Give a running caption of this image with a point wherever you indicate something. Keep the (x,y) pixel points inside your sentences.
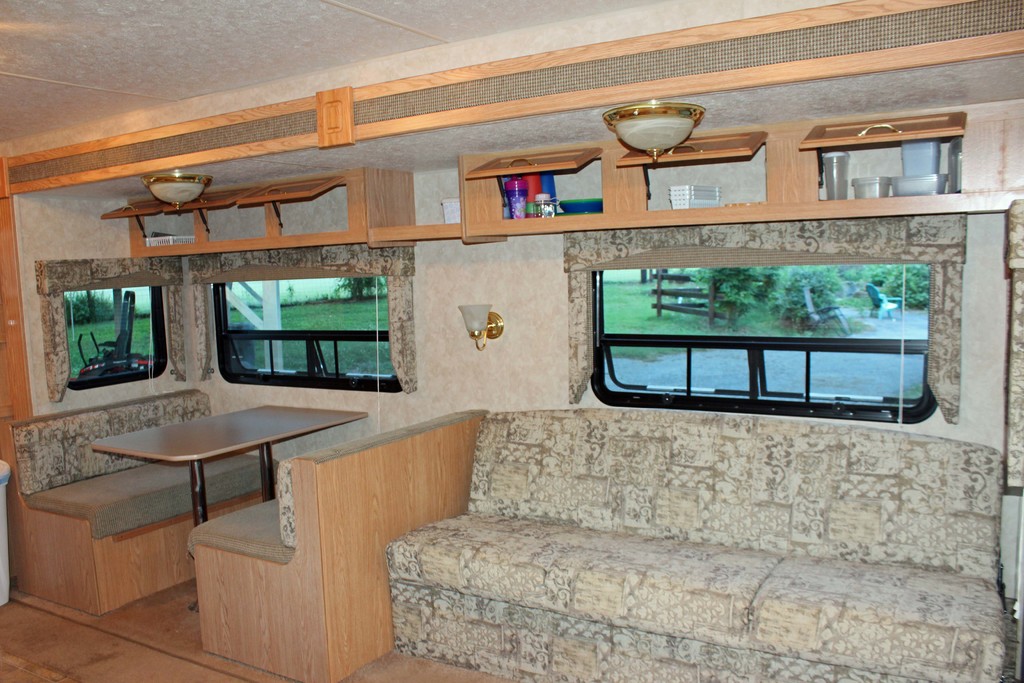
Here we can see sofa set (772,604), and at side here is the table (170,452), and at back (338,325) here is the window (336,362), and here are the trees (704,269), and at above here is the roof (190,53).
